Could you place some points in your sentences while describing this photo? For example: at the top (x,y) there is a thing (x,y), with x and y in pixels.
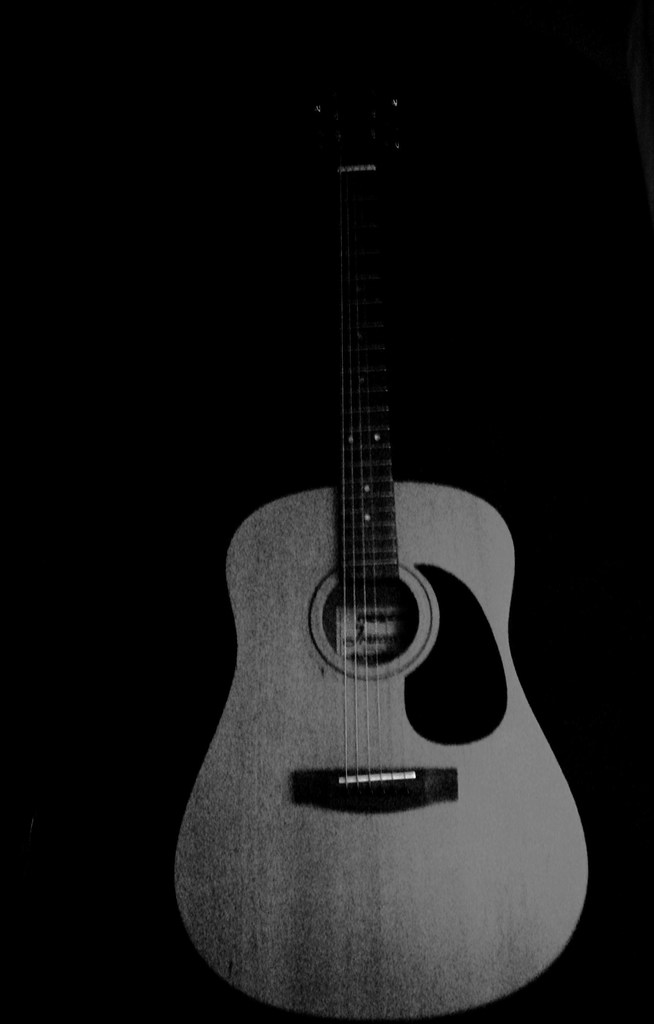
There is a guitar (340,622) in the image.
